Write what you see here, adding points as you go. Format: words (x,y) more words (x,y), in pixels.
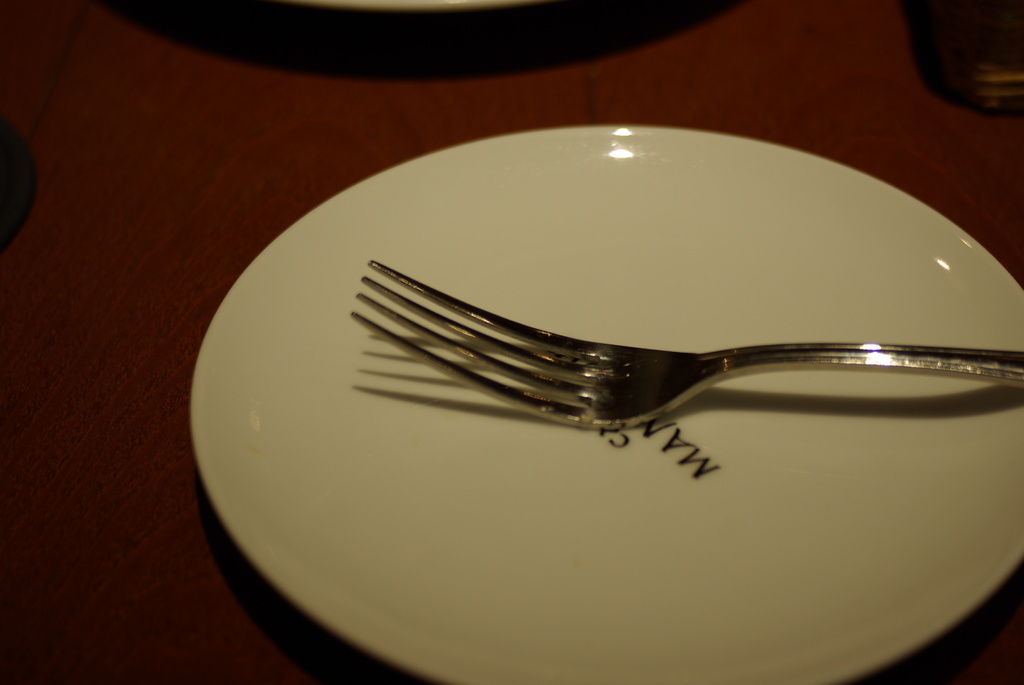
In this picture I can see a fork (589,379) on the plate (723,309) and looks like a glass (969,20) on the top right corner (984,9) and I can see a table (84,646) in the background (197,235) and text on the plate (804,487).
